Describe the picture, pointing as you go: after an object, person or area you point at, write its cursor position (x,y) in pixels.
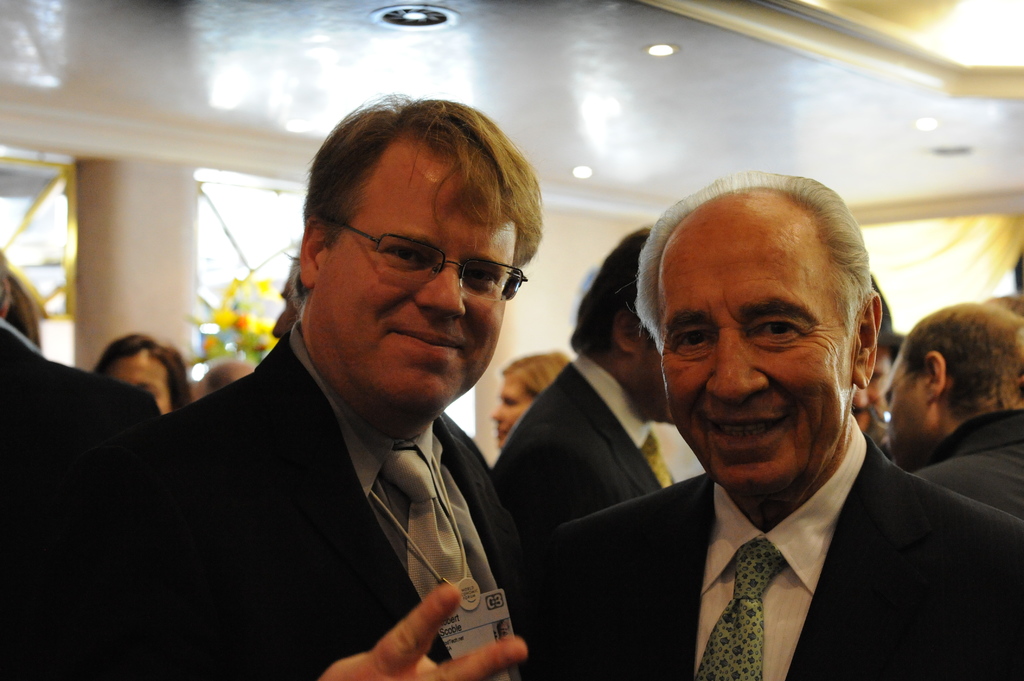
In this image there are two persons (691,420) in the front side (772,364). Behind them, many people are there. On the left (165,339) backside there is a pillar (142,279).
